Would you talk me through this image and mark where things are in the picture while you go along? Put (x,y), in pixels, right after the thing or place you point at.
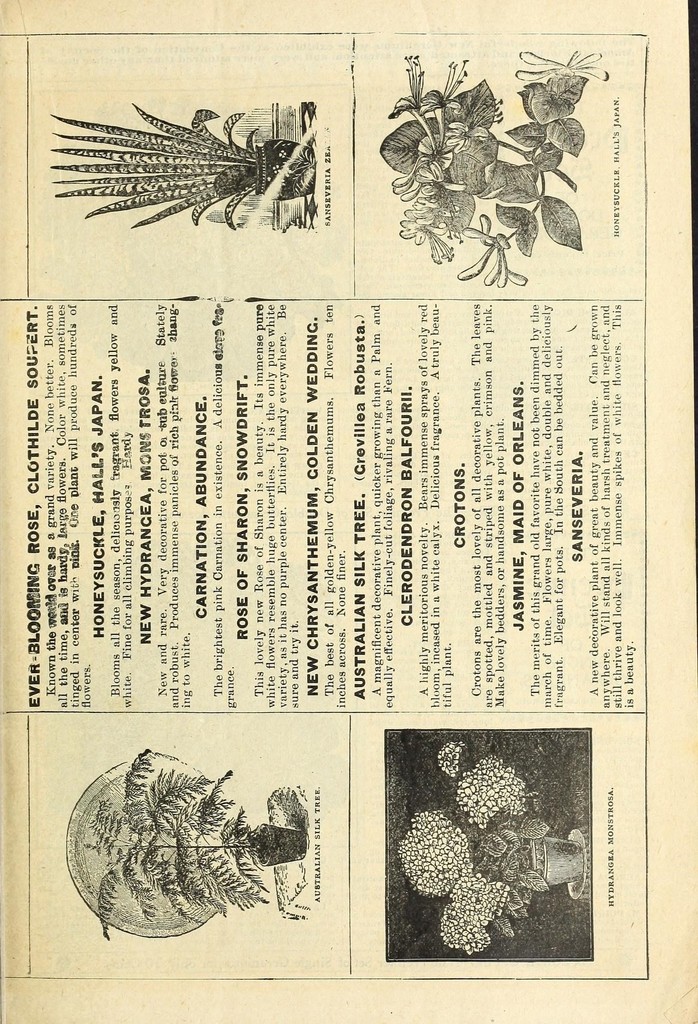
In this picture we can see a page (277,582), on this page (263,615) we can see house plants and some text (474,607).
